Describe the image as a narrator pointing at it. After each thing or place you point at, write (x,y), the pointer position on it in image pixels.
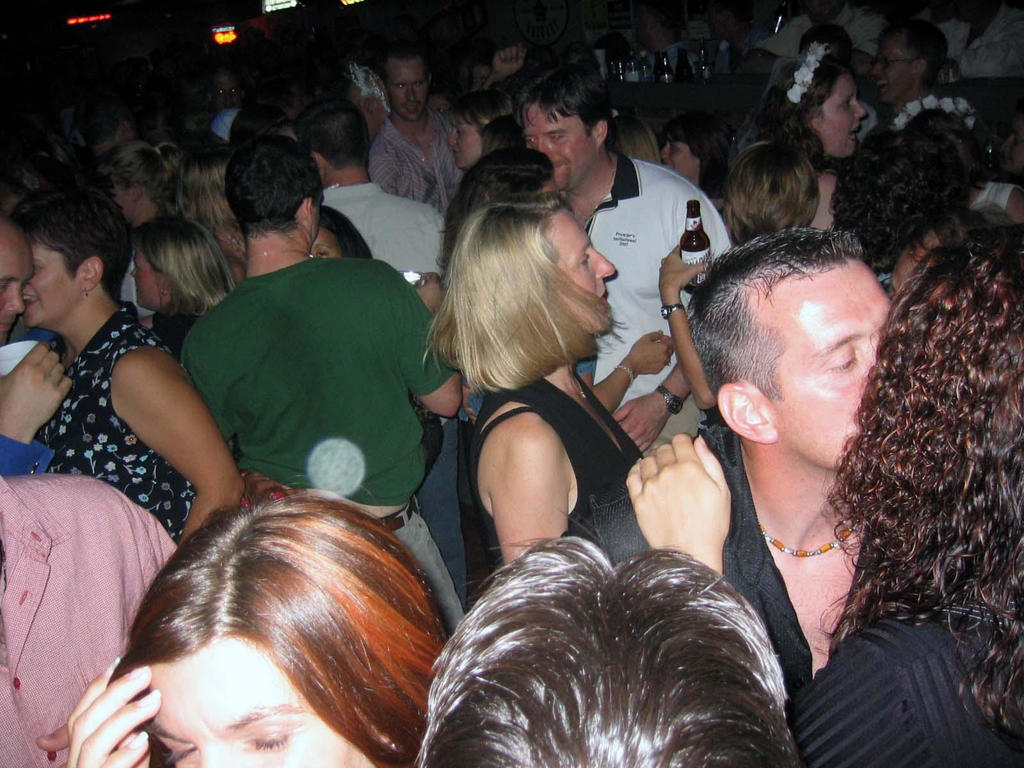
In this picture we can see there are groups of people (434,282) standing and a person (683,284) is holding a bottle (699,239). Behind the people (587,93) there are bottles (685,68) on an object (694,81) and a dark background (24,30).
